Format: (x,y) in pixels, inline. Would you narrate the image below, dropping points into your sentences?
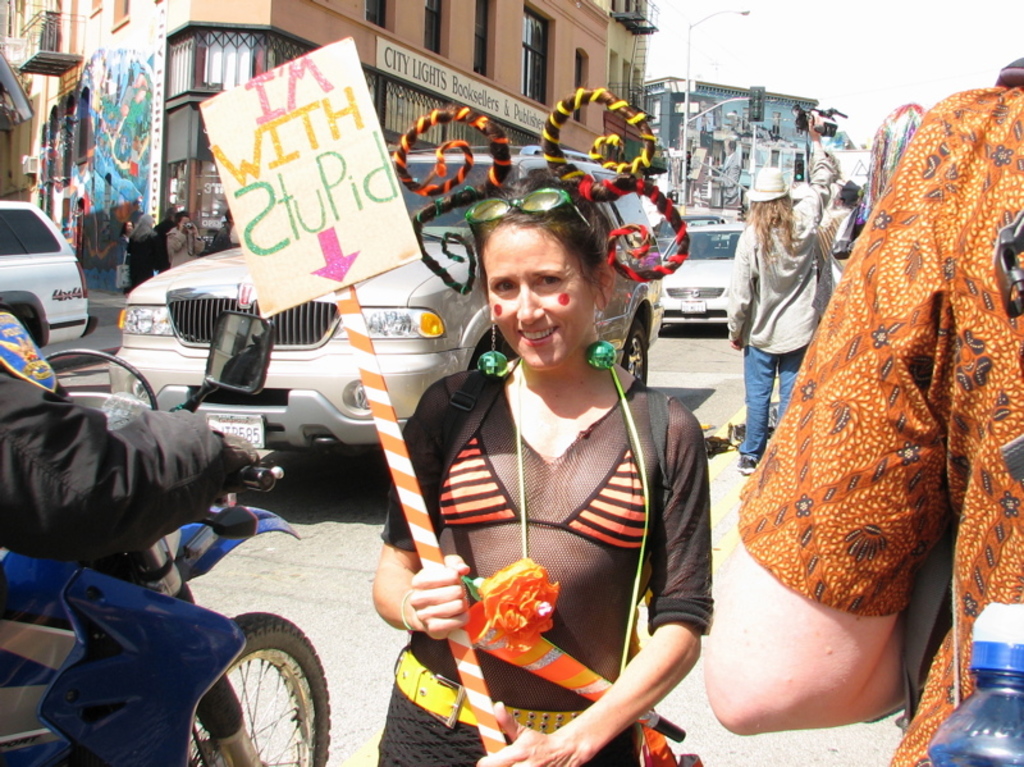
This image is taken outdoors. At the top of the image (750,57) there is a sky (767,34) with clouds (869,46). In the background (145,154) there are a few buildings (585,138) and there are a few boards (451,76) with text (505,101) on them. There is a street light (685,144). At the bottom of the image (353,717) there is a road (705,725). In the middle of the image (462,330) a few cars (669,242) are moving on the road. A few people (171,246) are walking on the road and a few (814,264) are standing. A woman (593,369) is standing on the road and she is holding a placard (281,145) with a text (285,159) on it. On the right side of the image (871,422) there is a man (892,682). On the left side of the image (122,534) a man (121,497) is riding on the bike (166,649).
